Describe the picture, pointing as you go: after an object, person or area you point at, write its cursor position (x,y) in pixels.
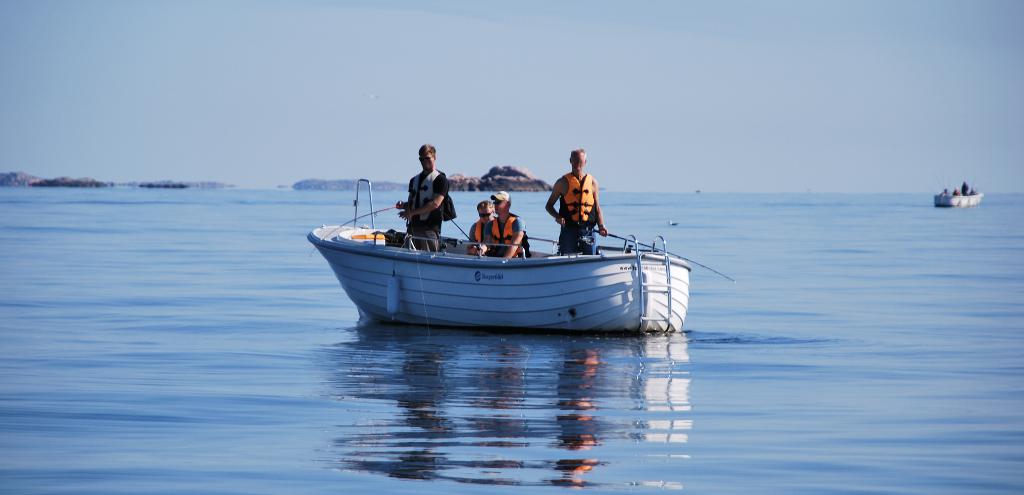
In this picture we can see few boats (518,269) on the water (795,299), and we can find group of people (581,183) in the boats (937,200), and we can see few people (562,218) wore life jackets (580,205), in the background (514,175) we can see few hills (529,183).
